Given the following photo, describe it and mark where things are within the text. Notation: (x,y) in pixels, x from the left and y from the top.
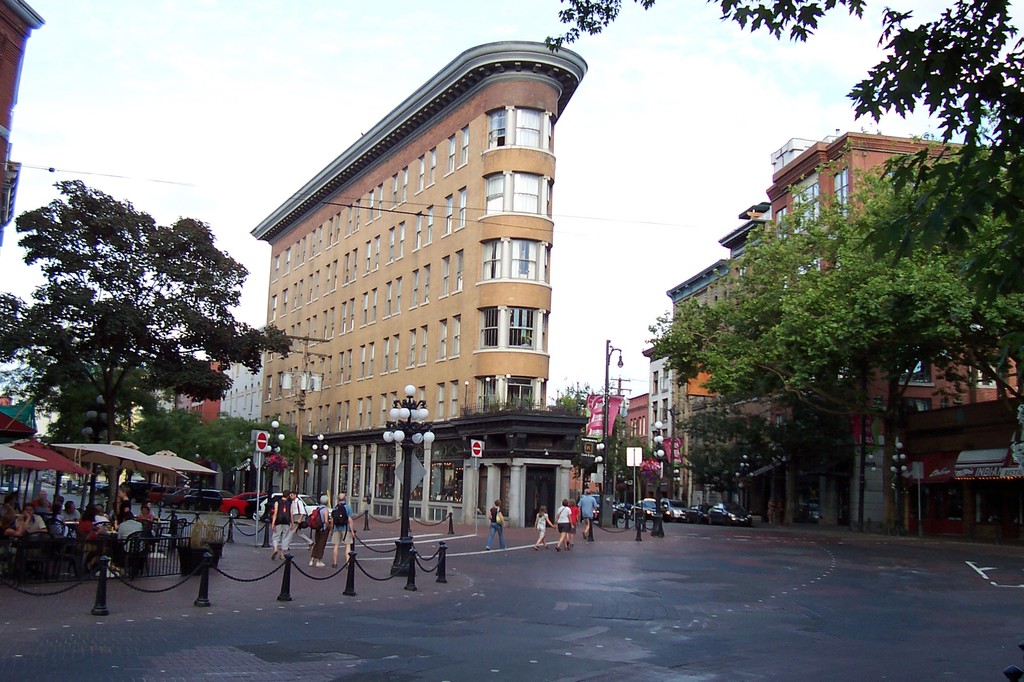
In this image at the bottom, there are many people (580,531) walking. On the left (104,516) there are tents (127,451), people (90,532), chairs (139,549), trees (199,433), sign boards (262,446), lights (276,450). In the middle (445,391) there are trees (1001,190), buildings (536,197), cars (716,518), street lights (656,438), sky (636,231) and clouds (646,143). At the bottom (776,610) there is road (840,633).
